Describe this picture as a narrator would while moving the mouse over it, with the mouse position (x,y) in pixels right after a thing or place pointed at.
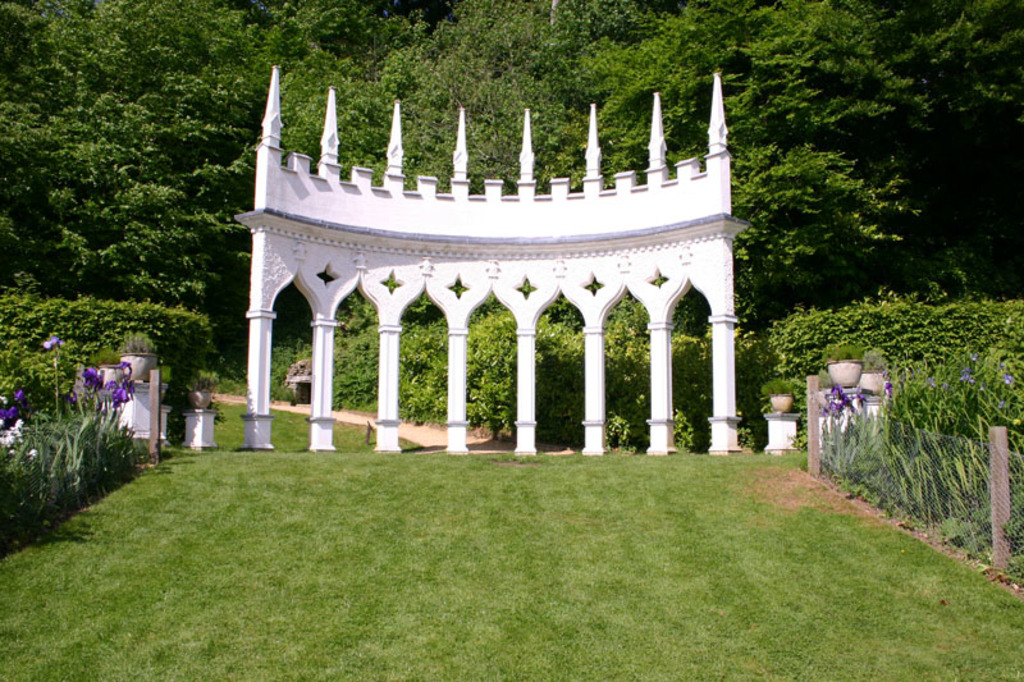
This looks like a wall (286,267) with an arch (442,312), which is white in color. These are the flower pots (780,393) with the plants (206,380) in it. I can see the plants (22,478) with flowers (115,393). This looks like a fence (966,450). I can see the trees (268,75) and bushes (507,346). Here is the grass (569,542). This looks like a pathway (364,419).
